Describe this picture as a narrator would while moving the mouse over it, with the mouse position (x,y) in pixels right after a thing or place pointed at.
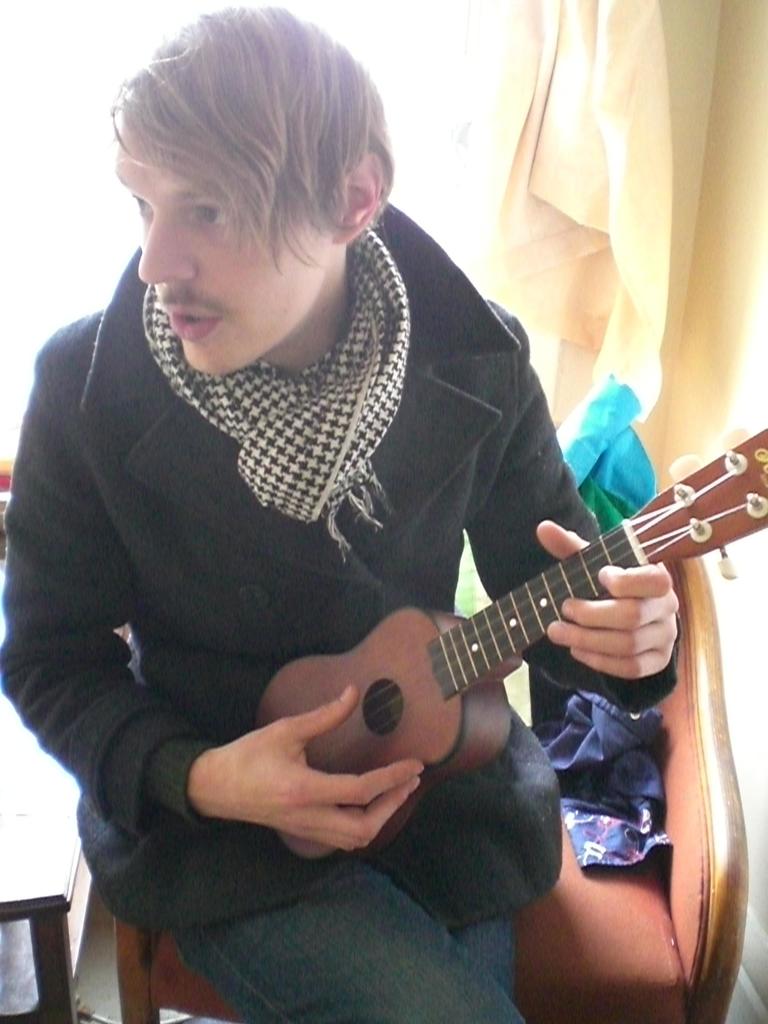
This picture shows a man (209,657) playing a small guitar (350,692) in his hands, wearing a scarf (328,381) around a neck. In the background (510,191). There is a curtain (600,162) and a wall (733,189) here. The man (330,1018) is sitting in the chair (596,893).
